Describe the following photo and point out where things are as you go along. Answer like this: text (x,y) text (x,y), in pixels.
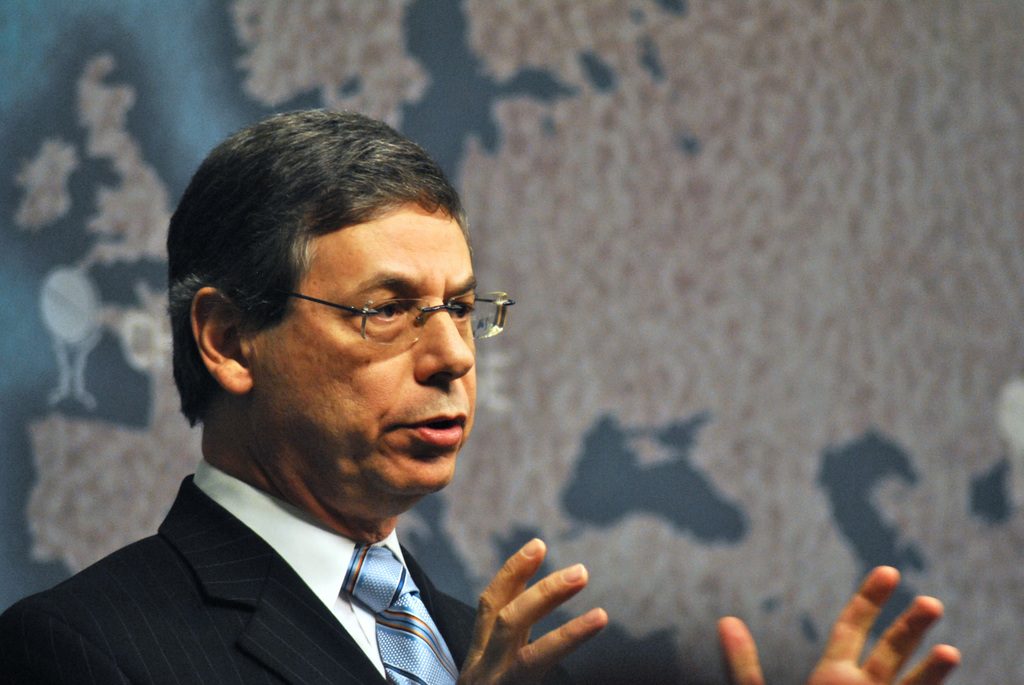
In the foreground of the image (351,180) there is a person (442,598) wearing a suit (58,629). In the background of the image (19,192) there is a wall (214,127) with some design (587,121) on it.
